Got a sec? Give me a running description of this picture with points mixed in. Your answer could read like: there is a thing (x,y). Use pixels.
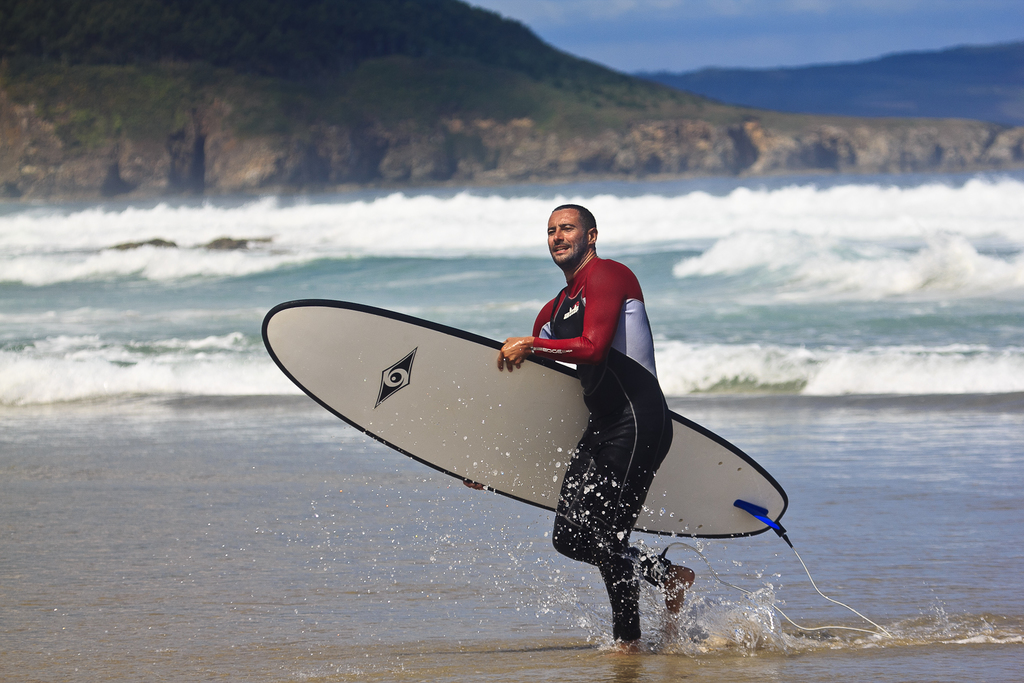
In this image we can see a man (550,334) is holding a surfboard (529,428) in his hands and walking in the water (514,648). In the background (714,425) we can see water (999,483), mountains (464,68) and clouds (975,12) in the sky (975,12).
